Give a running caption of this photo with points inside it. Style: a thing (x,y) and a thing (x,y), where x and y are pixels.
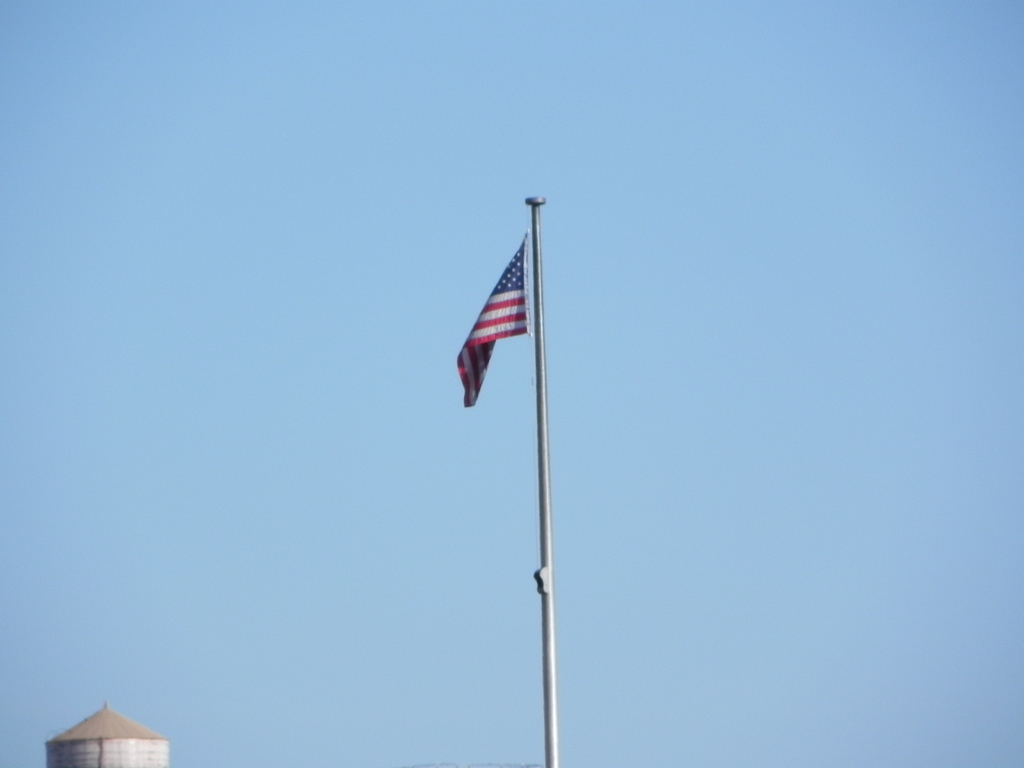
In this image I can see in the bottom left hand corner (93,741), it looks like a top (89,755) of the building (119,743). In the middle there is a flag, at the top (767,188) it is the sky (774,187).
